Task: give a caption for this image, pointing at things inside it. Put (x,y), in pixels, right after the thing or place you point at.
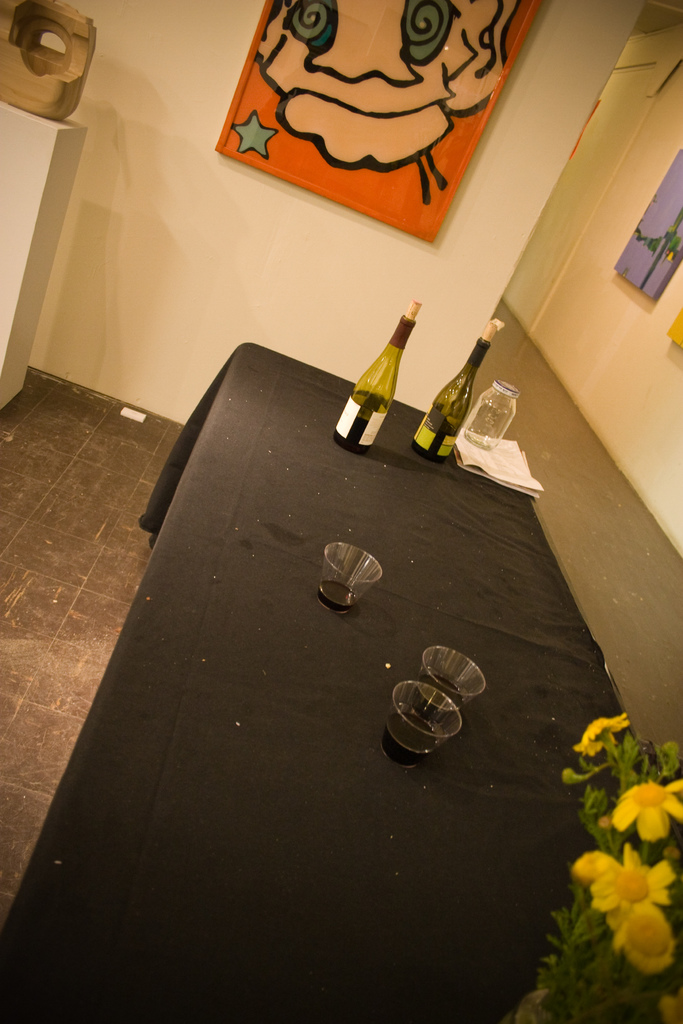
This picture shows wine Bottles (371,392) And glasses (349,601) on the table (472,915) and we see a photo frame (312,169) on the wall (142,74).
